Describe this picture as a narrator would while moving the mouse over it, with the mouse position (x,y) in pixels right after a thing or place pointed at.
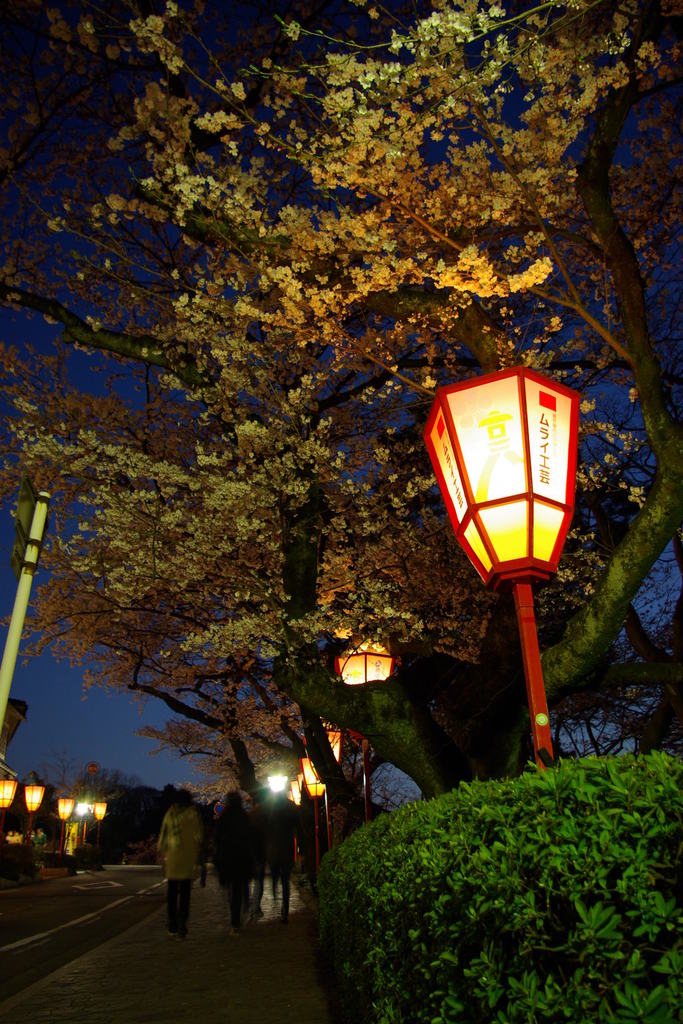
In the foreground of the picture (396,863) there are plants (489,863), light (525,488) and footpath (248,984). In the center of the picture (380,610) there are street lights (297,783), trees (353,781) and people (232,828) walking on the footpath (301,890). On the left (81,806) there are street lights (68,807) and trees (53,796).
